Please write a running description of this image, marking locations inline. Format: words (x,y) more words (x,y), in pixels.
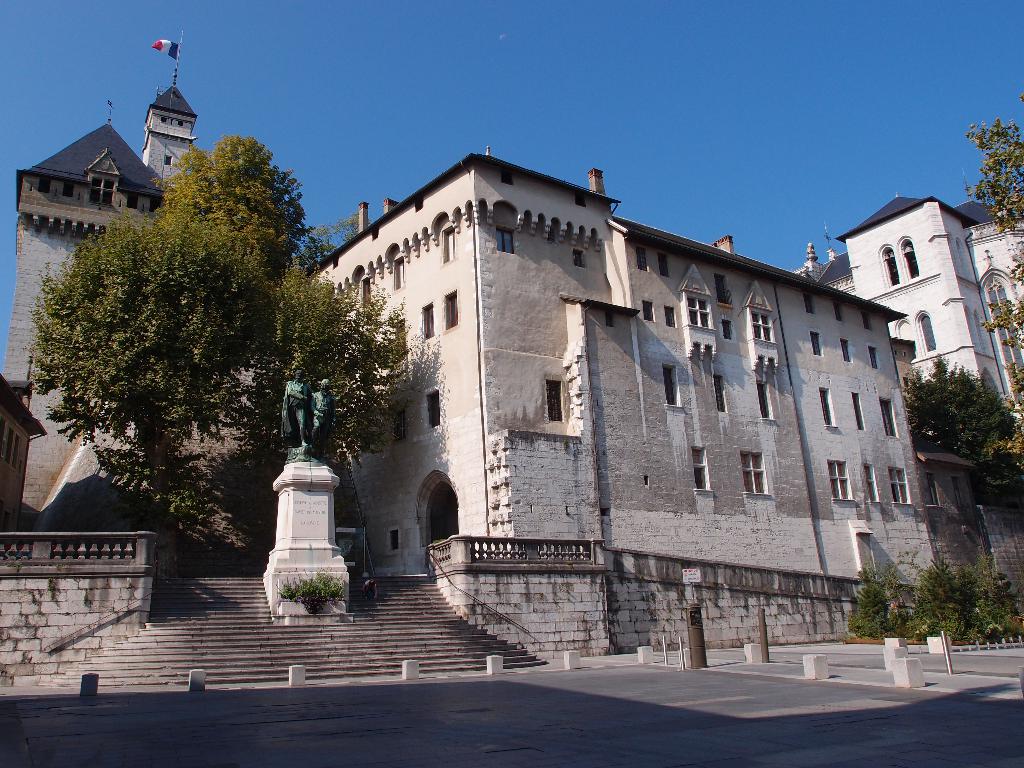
In front of the image there poles (763,633), concrete boxes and a board (687,572). In the center of the image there is a statue (294,519). There are plants (318,595), stairs (225,651). In the background of the image (101,164) there are trees (1006,431), buildings (704,382). At the top of the image (509,54) there is sky (443,62).
